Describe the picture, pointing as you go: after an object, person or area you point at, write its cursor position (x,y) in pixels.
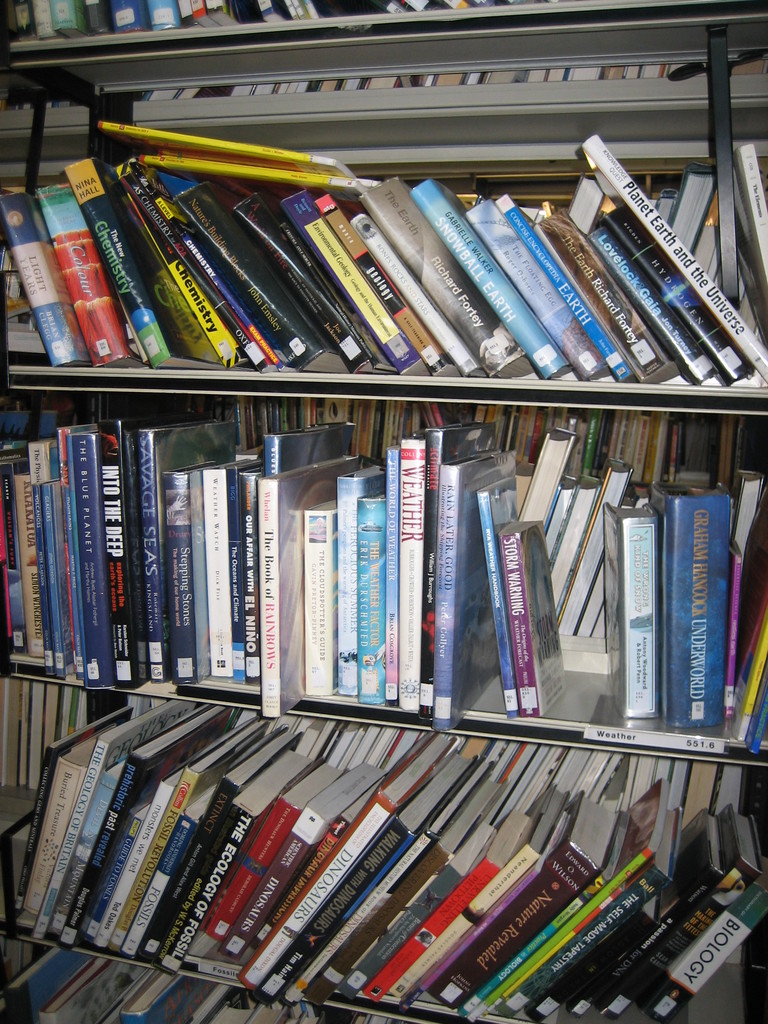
In this image, we can see books (374,475) in the rack (26,364).
